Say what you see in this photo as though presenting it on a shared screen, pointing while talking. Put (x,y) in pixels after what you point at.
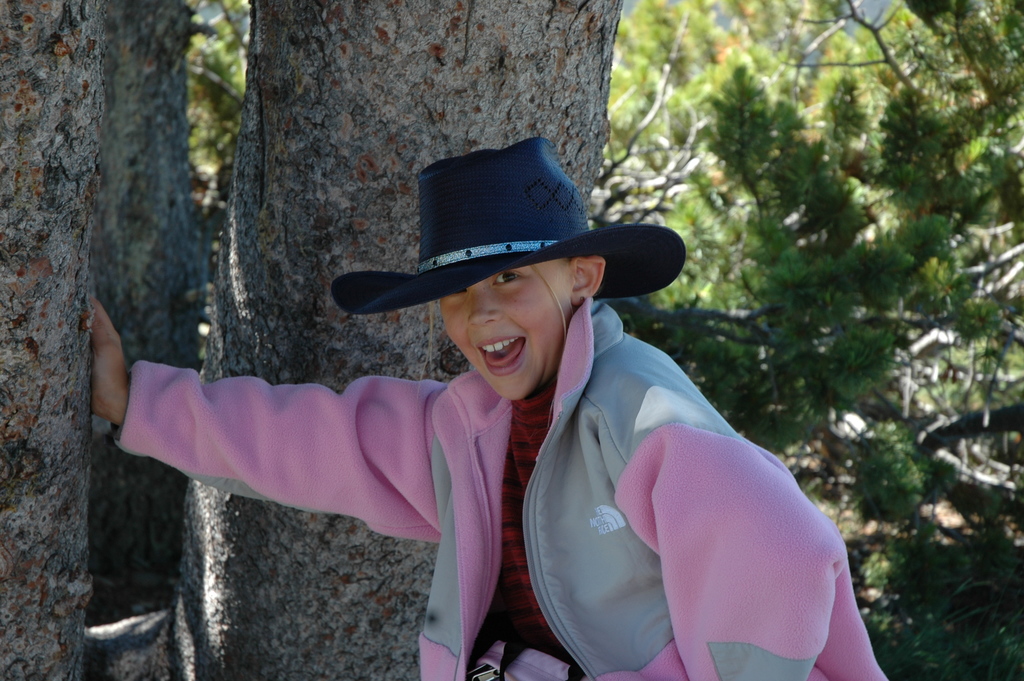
In this image there is a kid (614,545) wearing a jacket (542,458) and a hat (521,172). He is keeping the hand (103,372) on the tree trunk (56,405). Background (803,386) there are trees (861,71).
